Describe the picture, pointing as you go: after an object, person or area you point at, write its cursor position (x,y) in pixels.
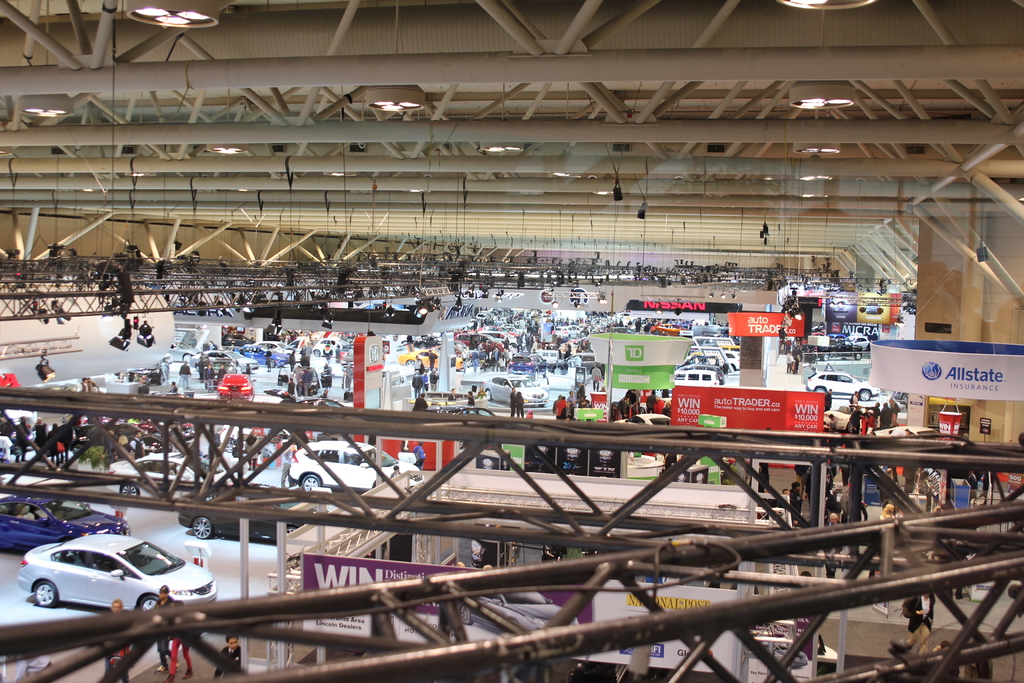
In the image there are plenty of vehicles (236,501) and a huge crowd (306,369) in between those vehicles (200,528), there are many banners (702,398) of different organizations and to the roof (223,170) there are a lot of iron rods (340,190) and some lights (146,321) are fixed to those rods (648,277), on the right side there is a Nissan display board (631,308), it looks like car expo, there are many new cars (179,557) in front of each banner (676,407).
